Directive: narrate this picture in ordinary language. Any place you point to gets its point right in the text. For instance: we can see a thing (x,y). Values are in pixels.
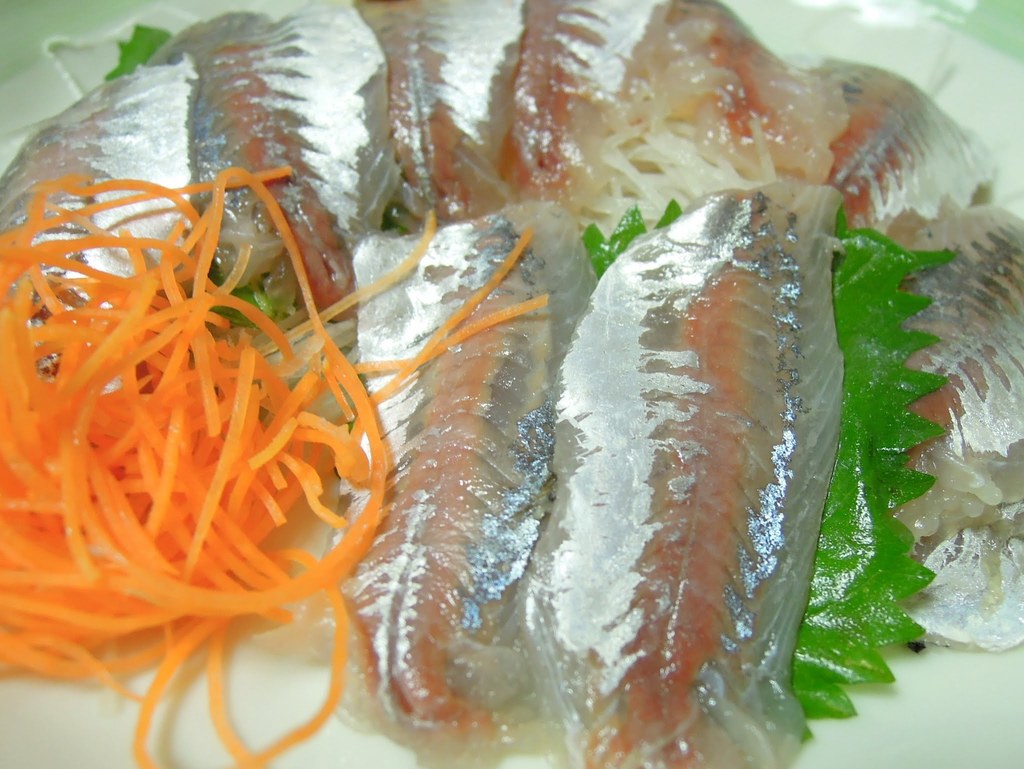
In this image, we can see a plate (858,716) contains some food (592,315).
